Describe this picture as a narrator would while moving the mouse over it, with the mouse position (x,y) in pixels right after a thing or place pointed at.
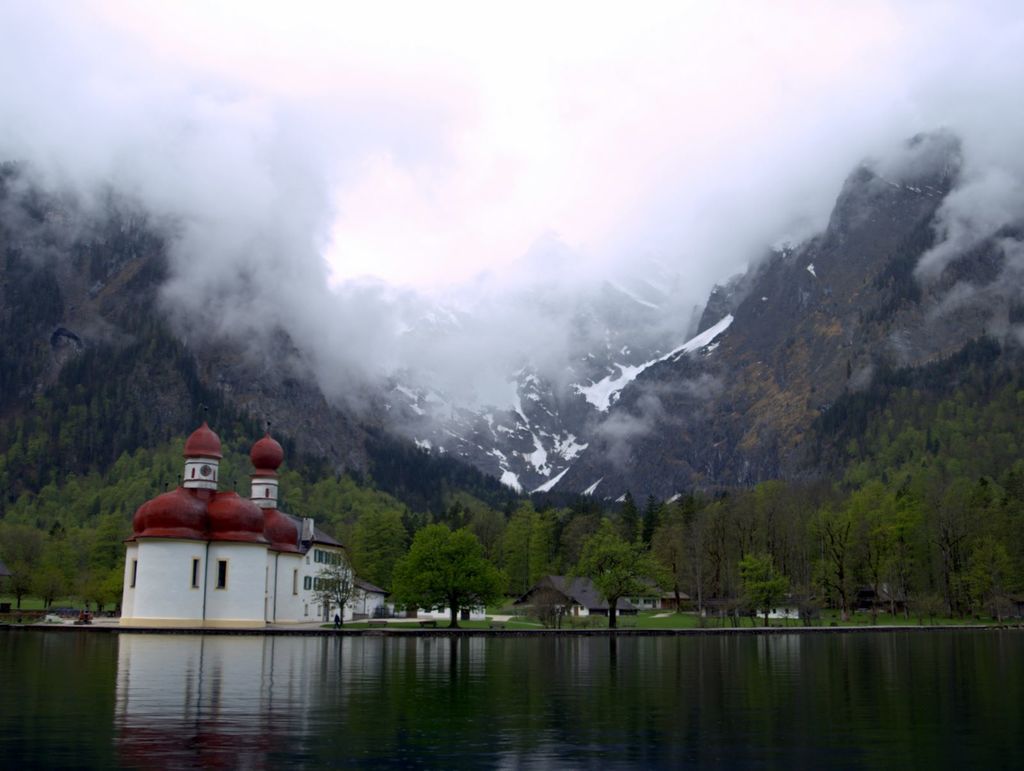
In this image we can see some buildings (316,557) and houses (315,575) with roof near a water body (711,698). We can also see a group of trees (623,595), the hills (603,362) and the sky (666,142) which looks cloudy.
